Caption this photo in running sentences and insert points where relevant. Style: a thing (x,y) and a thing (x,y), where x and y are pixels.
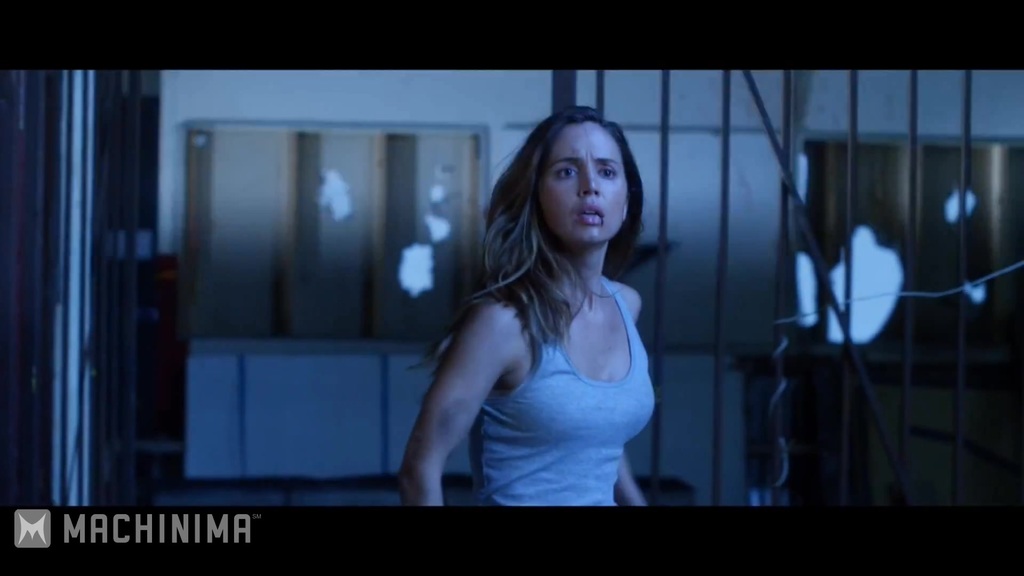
In this image we can see a woman (560,300) is standing. In the background (438,283) there is a fence (144,244), cupboards (433,231), wall (360,103) and a cable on the right side (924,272). At the bottom (99,533) there is a text (97,521) written on the image.
